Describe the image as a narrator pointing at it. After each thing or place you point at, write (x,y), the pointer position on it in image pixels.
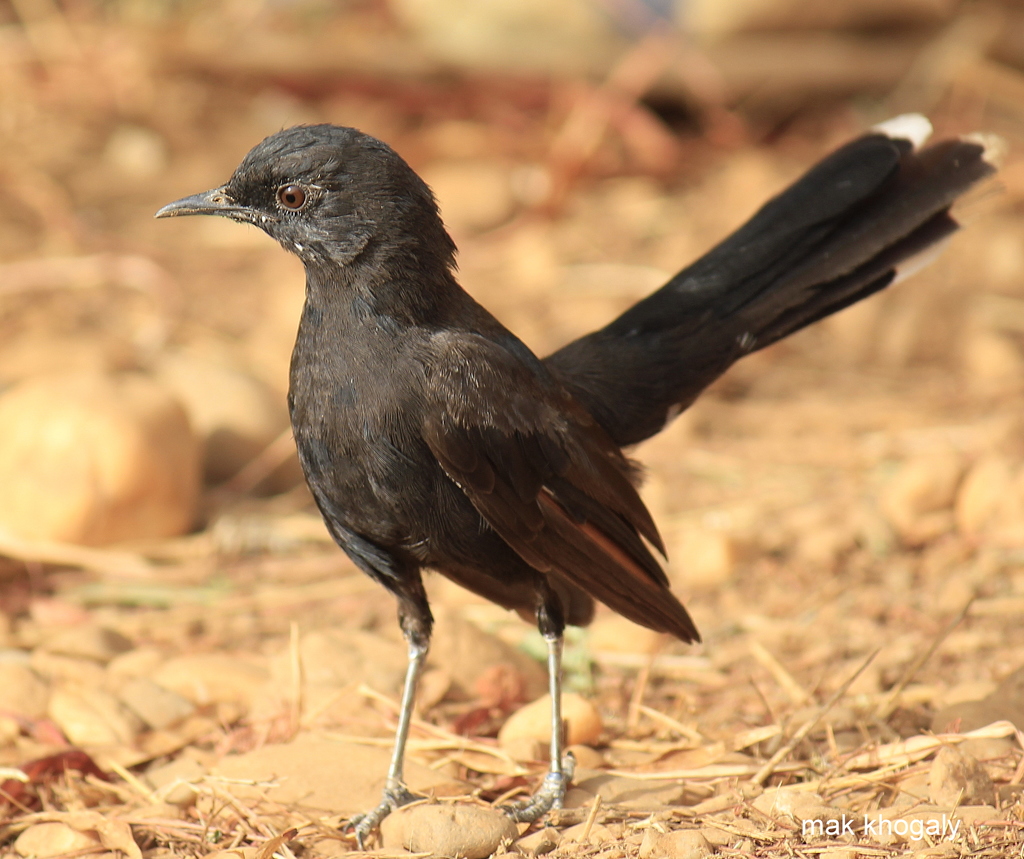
This picture is clicked outside. In the center (579,522) there is a black color bird (409,412) standing on the ground (573,643). The background of the image (930,690) is blur and we can see the stones (998,701) and dry stems (778,761). At the bottom right corner (813,830) there is a text (873,828) on the image.
